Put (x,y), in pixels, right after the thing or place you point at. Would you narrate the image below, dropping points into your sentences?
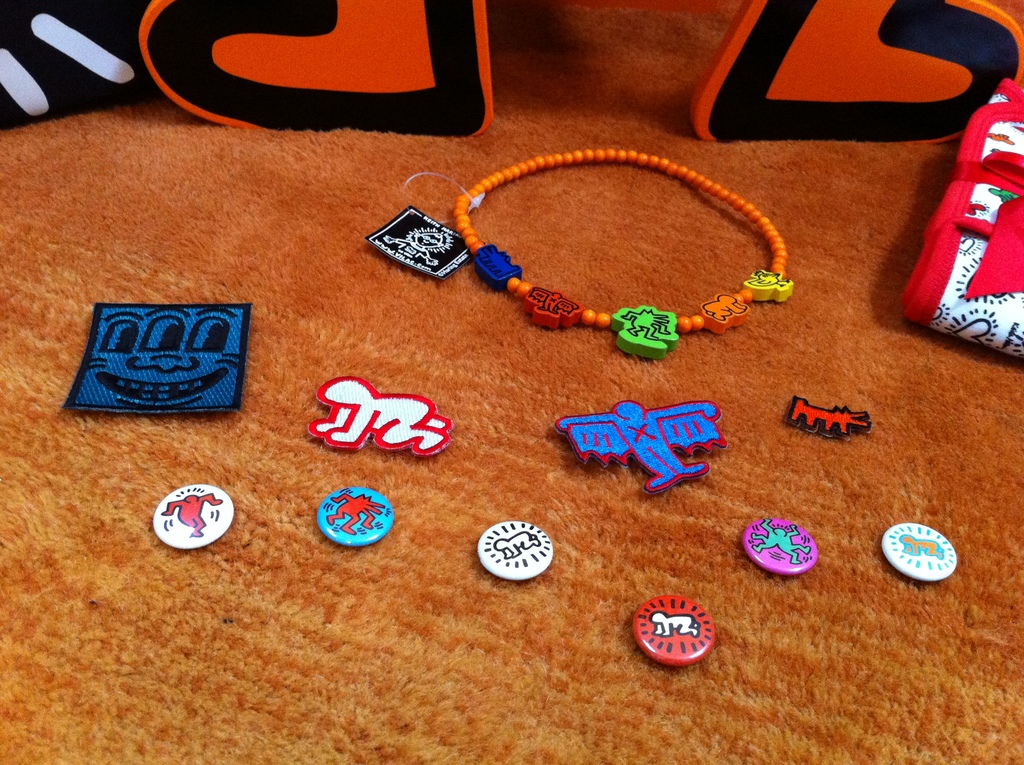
On this carpet (255,662) we can see objects (894,564).
